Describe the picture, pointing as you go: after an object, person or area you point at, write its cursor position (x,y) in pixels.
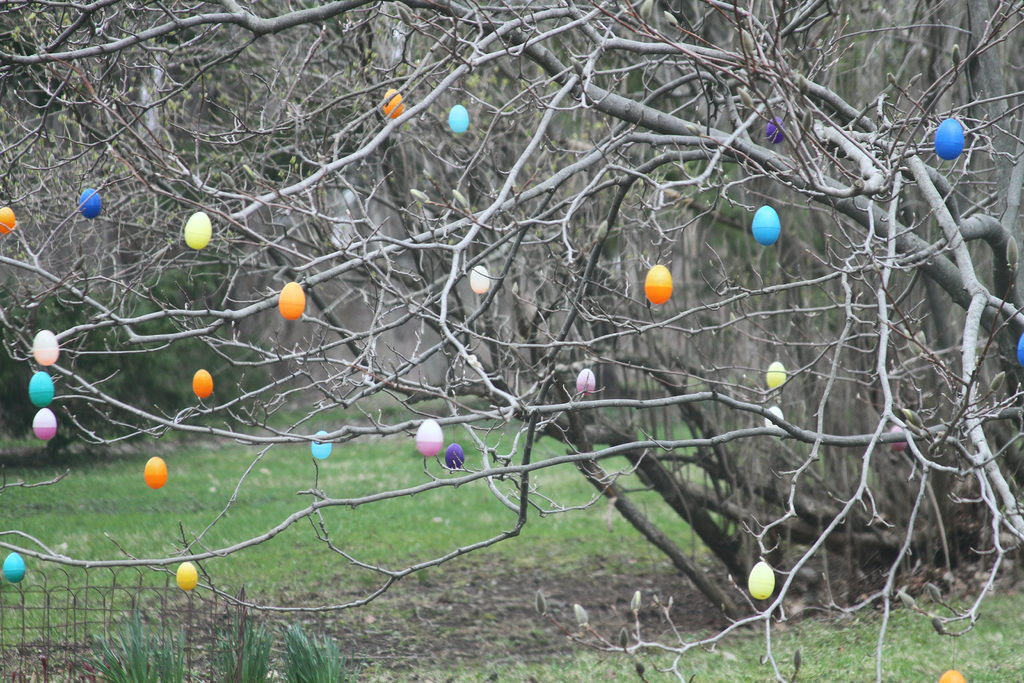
This is an outside view. In this image I can see many Easter eggs (45,389) hanging to the stems (627,180) of a tree (507,267). At the bottom (141,604), I can see the grass (122,595). In the bottom left-hand corner (83,607) there is a metal frame (73,636).
